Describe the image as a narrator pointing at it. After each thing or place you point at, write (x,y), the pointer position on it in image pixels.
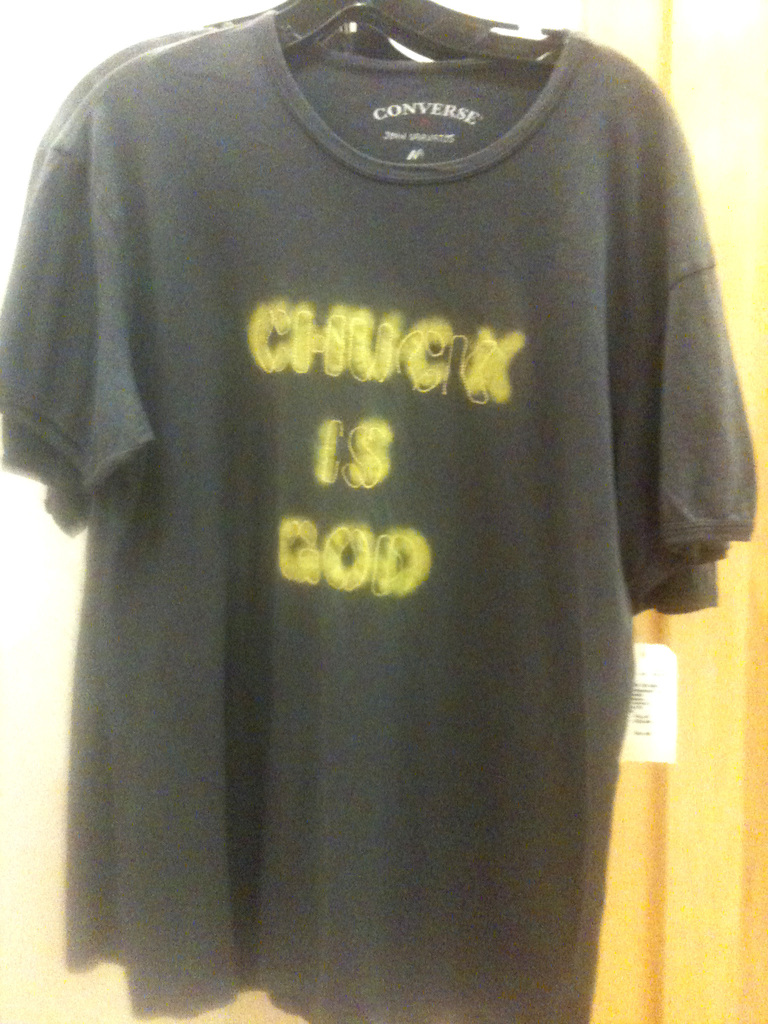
As we can see in the image there are black color t shirts (147,242) hanged to a hanger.
